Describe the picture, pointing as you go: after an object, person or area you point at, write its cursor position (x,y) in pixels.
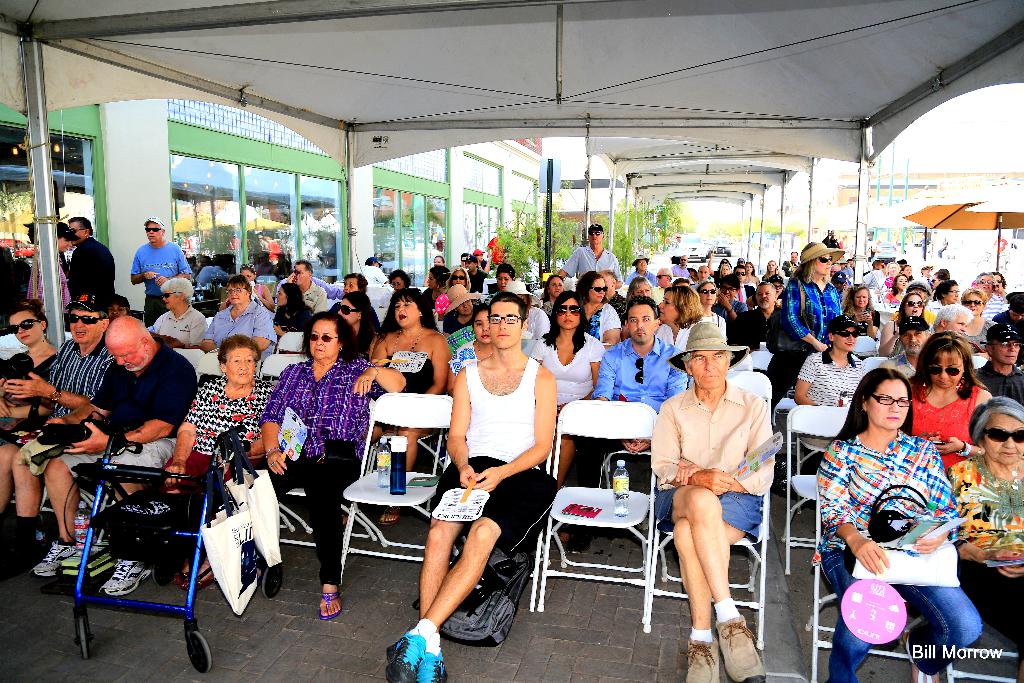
In this picture we can see a group of people (119,350) sitting on chairs (752,379) and some people (97,258) are standing on the path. On the chairs (361,471) there are bottles (378,467) and some people (500,474) holding some objects (861,610). Behind the people (250,315) there are trees (523,239), poles (810,207) and buildings (370,167). On the image there is a watermark (1001,656).
